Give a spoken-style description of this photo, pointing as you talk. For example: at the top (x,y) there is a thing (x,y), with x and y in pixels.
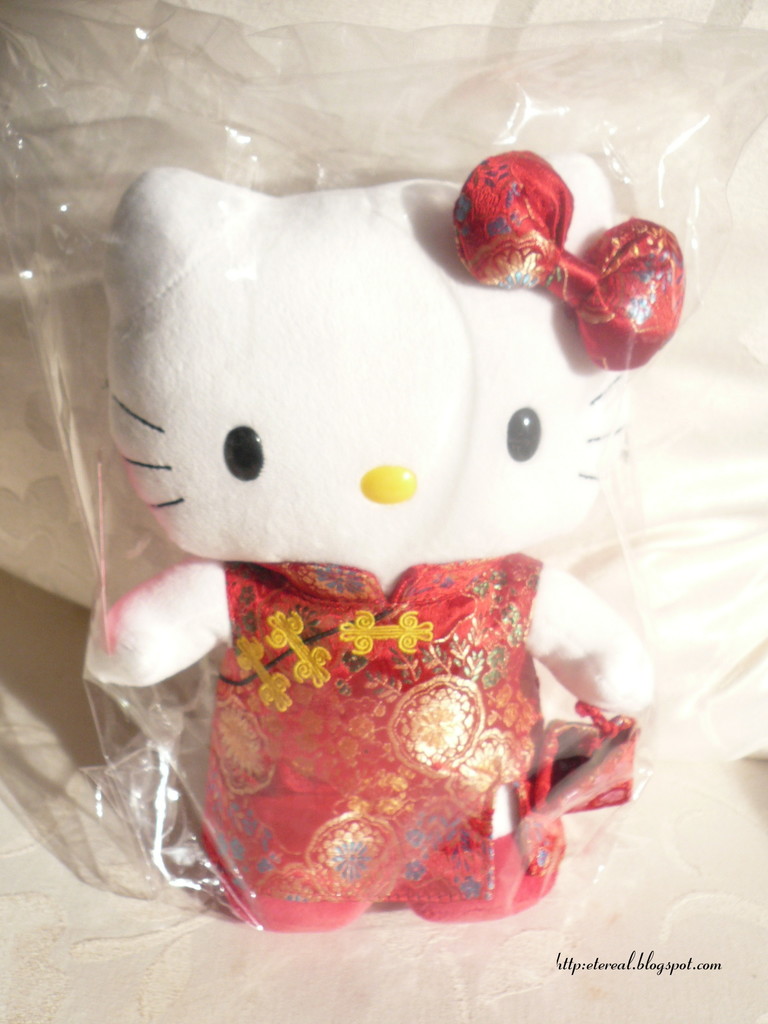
In this picture we can see a hello kitty toy (624,295) in a transparent cover (15,233). In the bottom right corner of the picture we can see a water mark (633,971).
